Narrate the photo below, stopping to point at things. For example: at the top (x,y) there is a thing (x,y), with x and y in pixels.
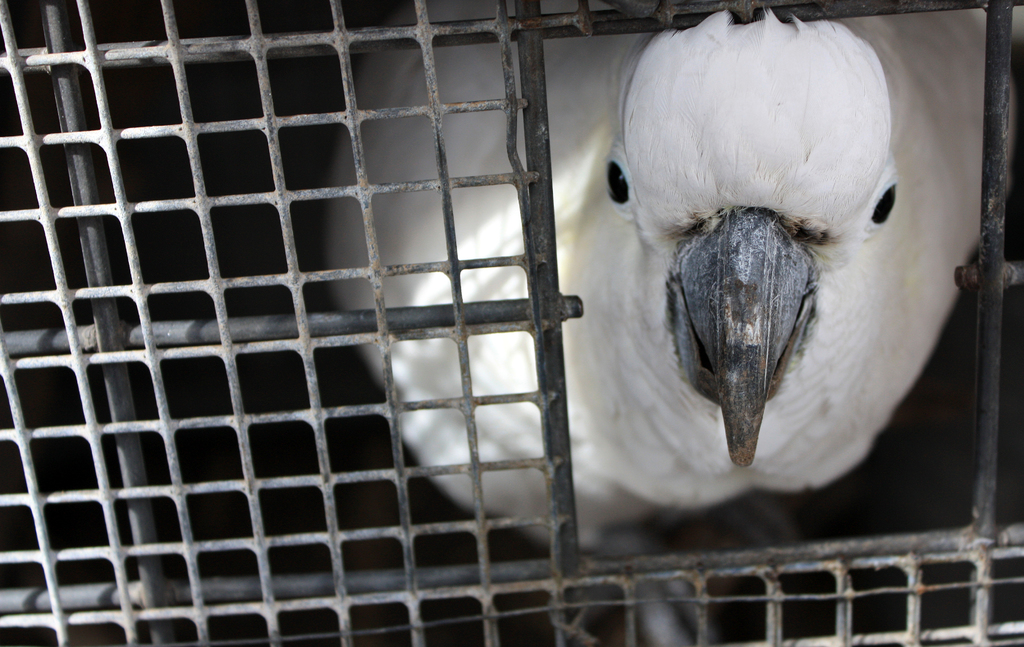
In the picture I can see a white color bird (846,167) in the metal cage (528,191).
